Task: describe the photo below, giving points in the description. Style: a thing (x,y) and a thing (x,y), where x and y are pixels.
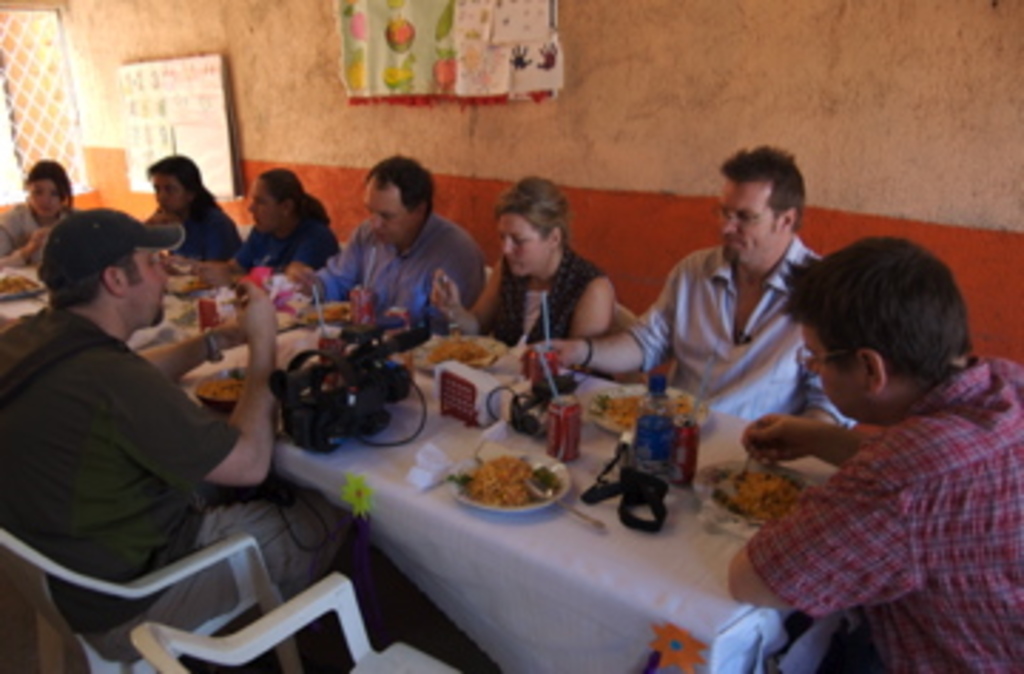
In this image we can see men (208,608) and women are sitting on chairs (116,590) and eating food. In front of them, table (374,508) is present. On the table (522,514), we can see bottles (651,435), plates (599,421), food (736,480), cans (680,445), tissues (433,460), camera (394,391) and one white color object (455,385). In the background of the image (483,155), we can see charts (444,87) are attached to the wall (742,120). There is a window (50,68) in the top left of the image (22,110).
